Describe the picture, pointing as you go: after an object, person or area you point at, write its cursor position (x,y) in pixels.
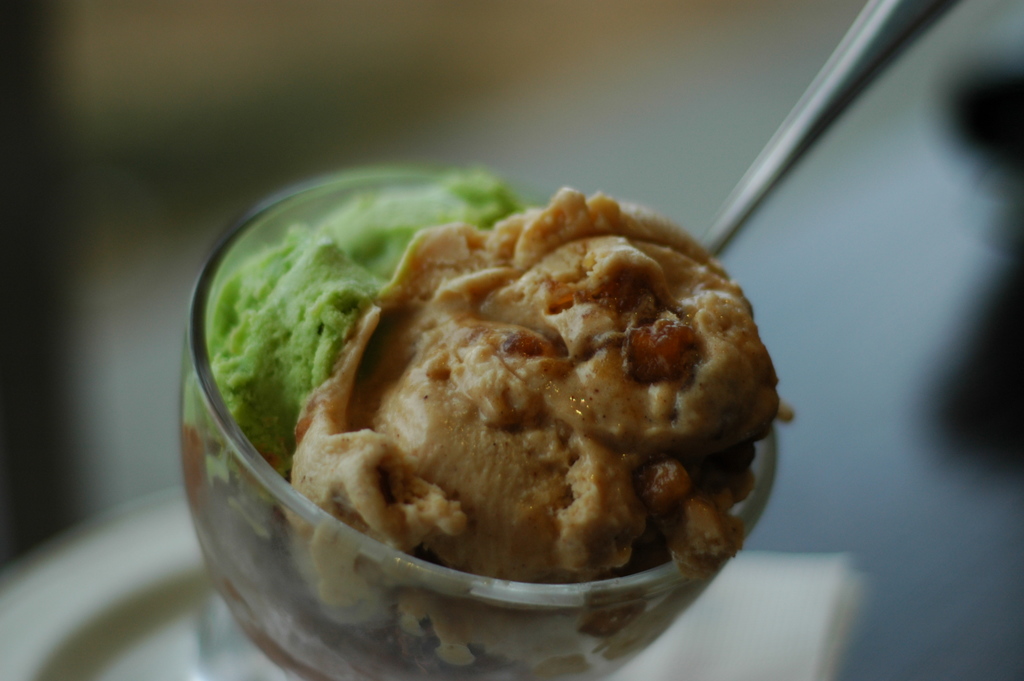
In this picture we can see ice cream (382,323) in the cup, and we can see a spoon (882,49).
